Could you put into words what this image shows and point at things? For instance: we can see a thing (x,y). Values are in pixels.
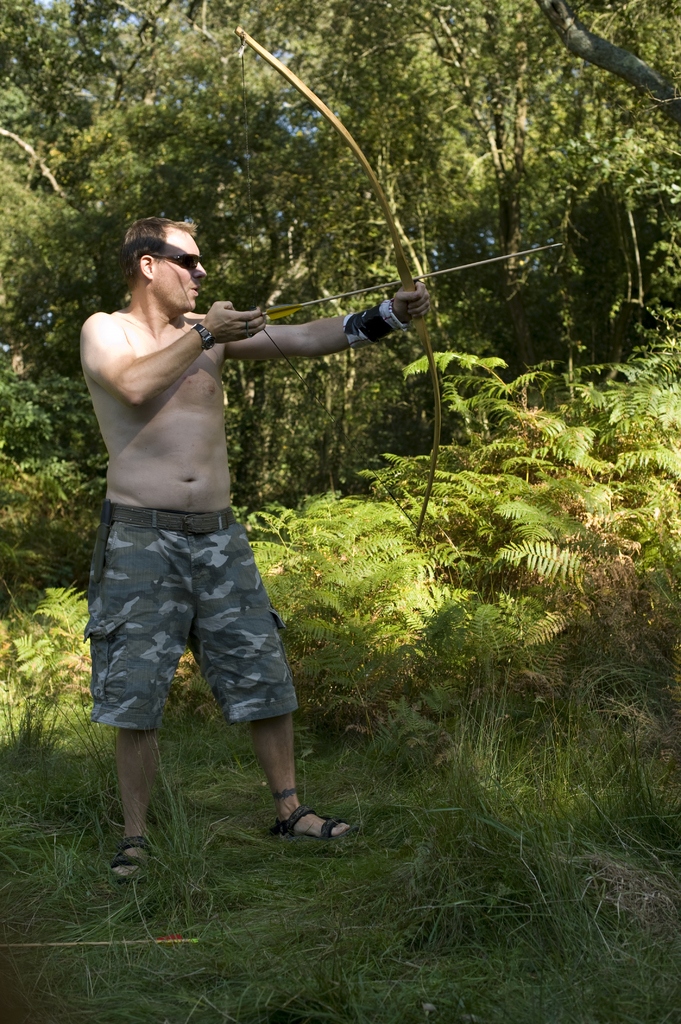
In this image there is a man (146,498) standing on the ground (177,883). He is holding a bow (393,231) and a arrow (344,296) in his hand (218,307). There is grass (218,914) on the ground (322,904). Behind him there are trees (372,462) and plants (450,530).
